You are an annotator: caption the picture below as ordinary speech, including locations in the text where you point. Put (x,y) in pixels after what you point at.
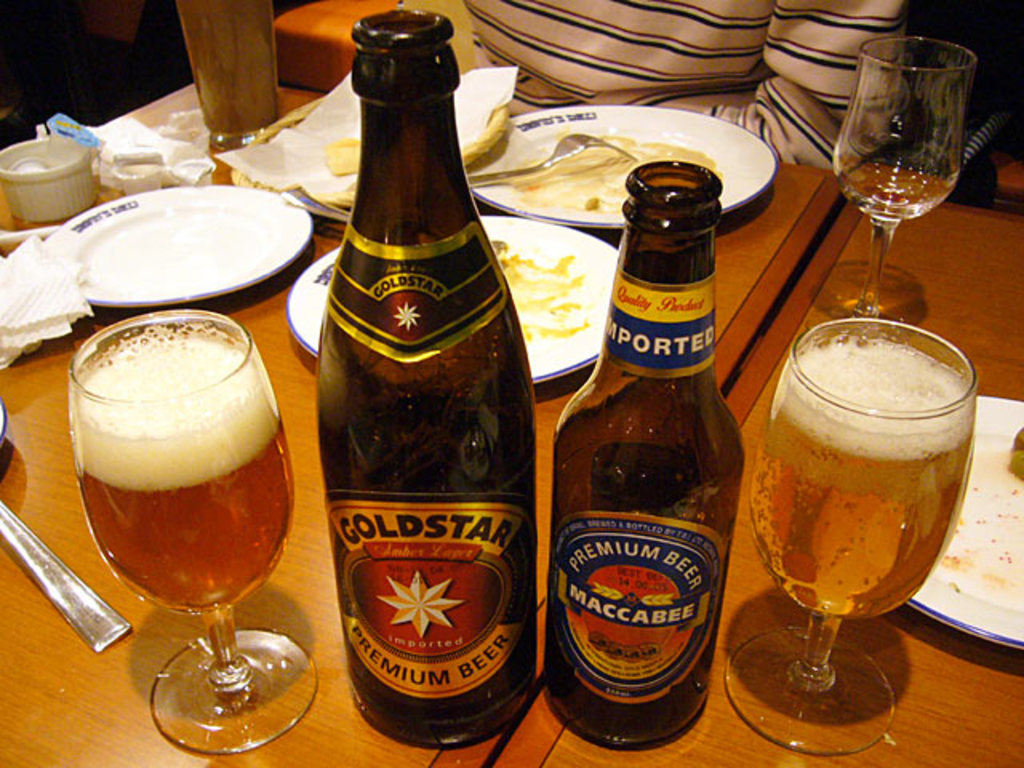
As we can see in the image there is a table (353,723). On table (333,758) there are plates (164,216), glasses (171,451), bottles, cloth (475,101) and dishes (643,157).
